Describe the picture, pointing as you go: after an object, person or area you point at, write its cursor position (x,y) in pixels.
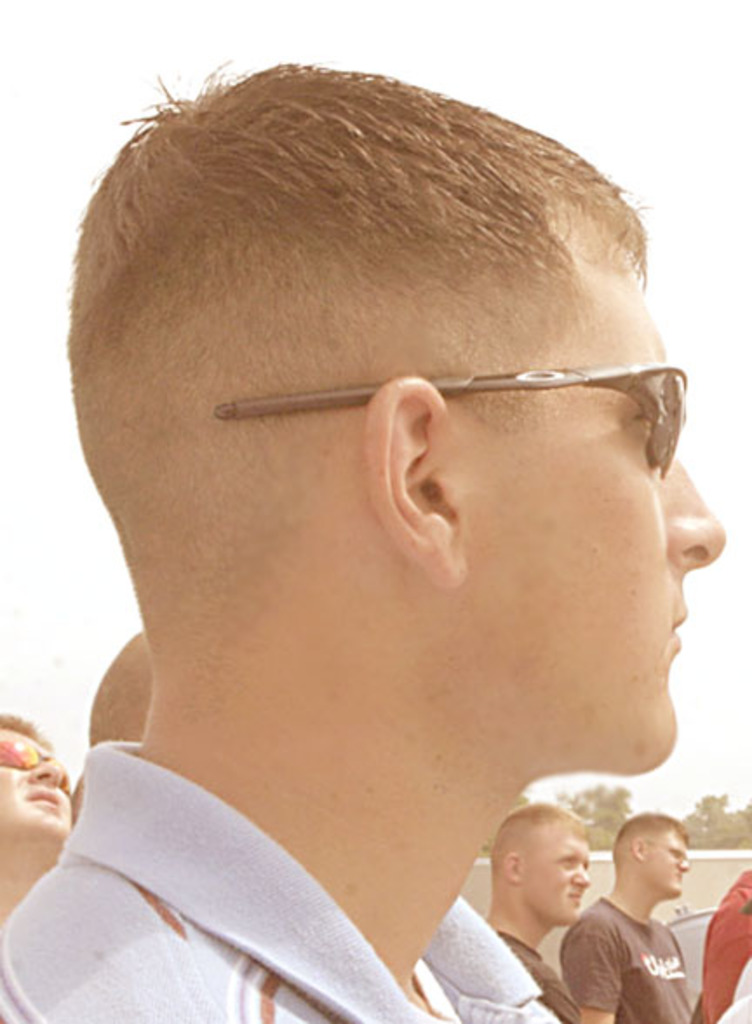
In this image there are people (468,800) standing. There is a wall (749,866). There are trees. There is sky (745,737).
